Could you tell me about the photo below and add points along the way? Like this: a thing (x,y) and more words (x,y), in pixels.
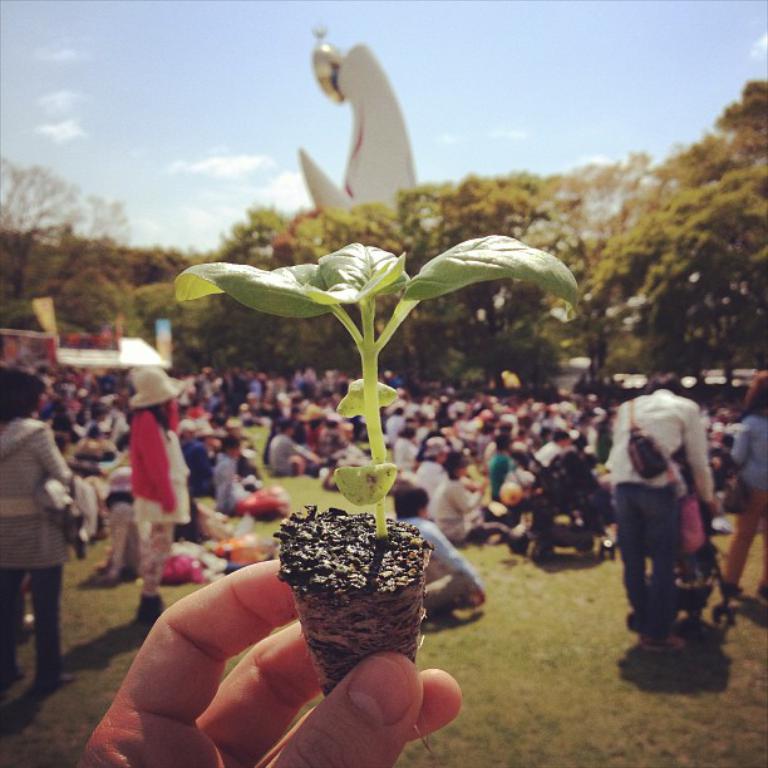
In this image we can see a person (391,685) holding a plant (377,458) and there are some people (18,480) in the background (131,521) and we can see some trees (557,206). There is a structure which looks like a statue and we can see the sky (229,120) at the top (273,103).
